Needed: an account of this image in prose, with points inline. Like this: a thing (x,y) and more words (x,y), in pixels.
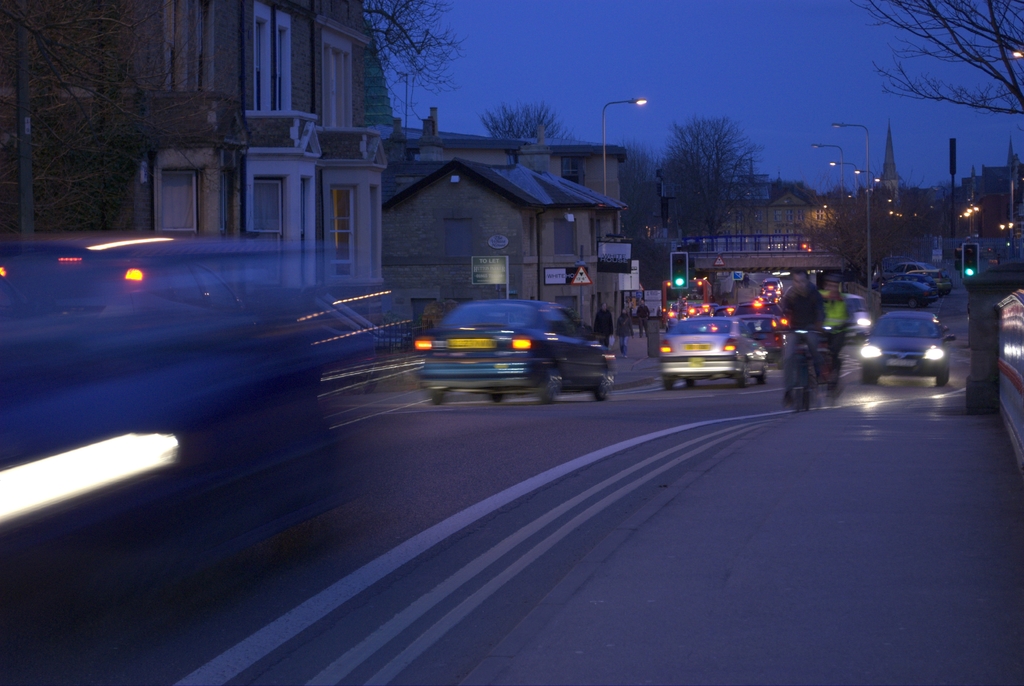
In this image, we can see vehicles (767,351) on the road (534,537) and there are some people (792,359) riding bicycles (795,374) and we can see some other people (606,307). In the background (566,277), there are buildings (199,96), trees (691,179), lights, poles (869,291), boards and we can see towers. At the top (786,177), there is sky (882,171).
